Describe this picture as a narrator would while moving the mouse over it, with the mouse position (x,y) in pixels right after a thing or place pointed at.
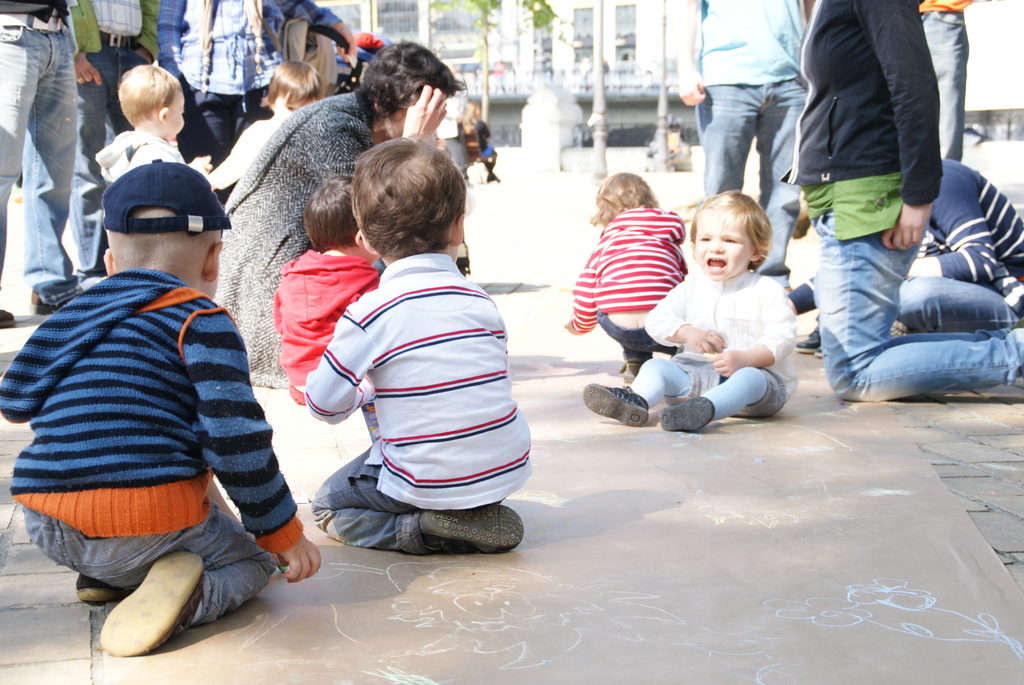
In the picture I can see the children (142,480) are sitting on the ground (876,502), I can see a few people (255,114) are standing here. The background of the image (594,134) is slightly blurred, where we can see poles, trees (485,91), bridge (685,123) and buildings (627,36).
